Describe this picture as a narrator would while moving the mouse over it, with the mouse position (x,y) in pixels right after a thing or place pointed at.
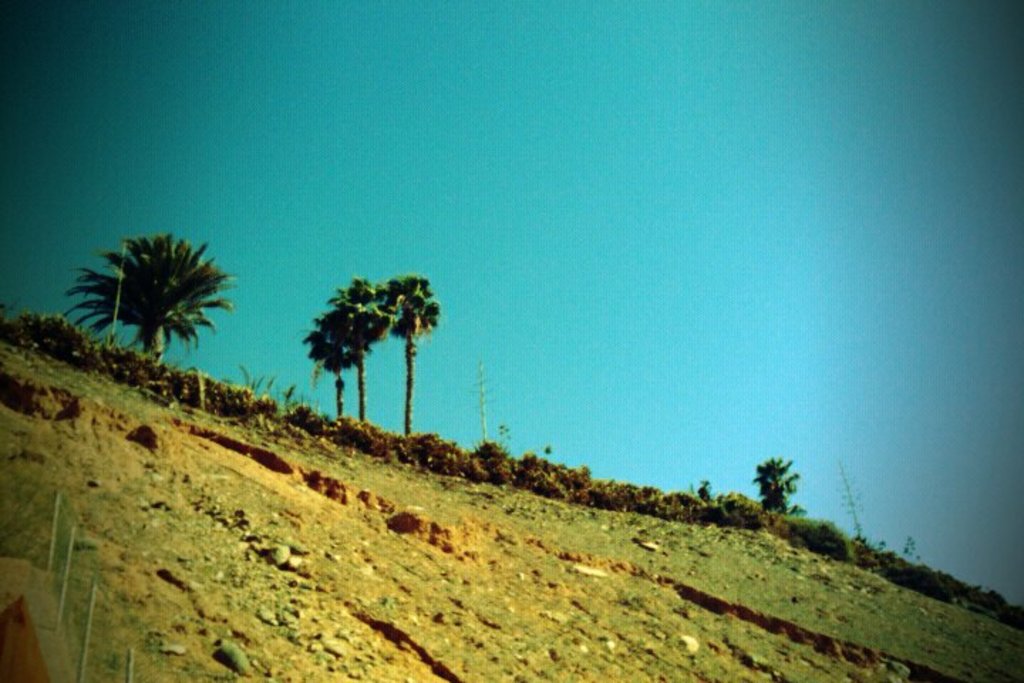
In this picture we can see few rocks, plants (493,465) and trees (140,297).
